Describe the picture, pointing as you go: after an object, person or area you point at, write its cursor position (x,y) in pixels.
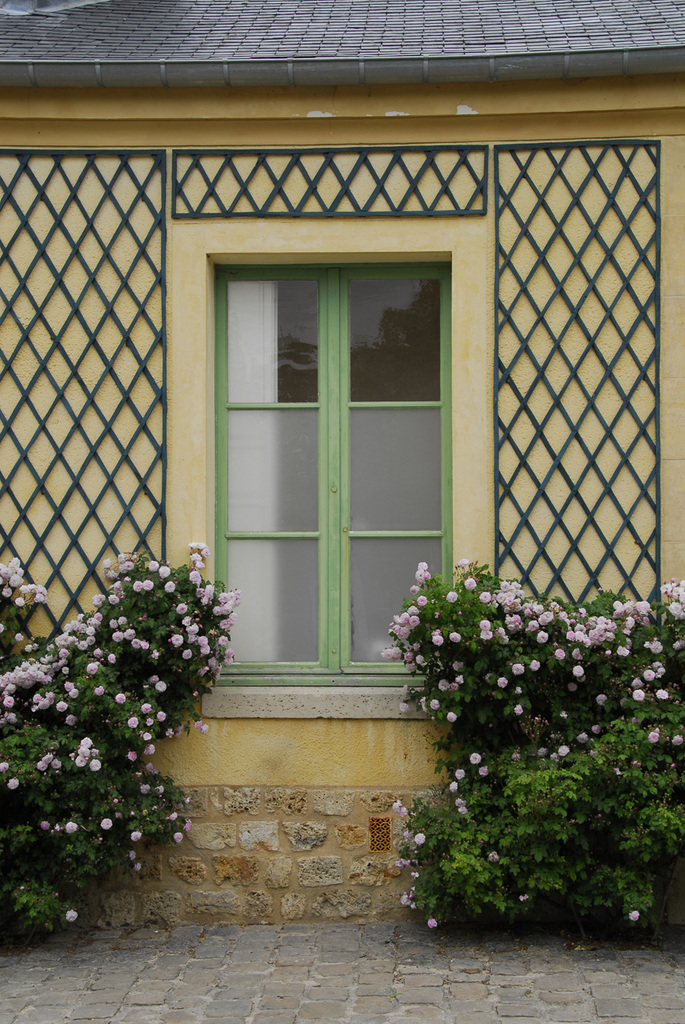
In this image, we can see the wall (304,193) with windows (328,639) and some objects (197,189). We can also see some plants (537,873) with flowers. We can see the ground (281,967) and some object (537,12) at the top (515,10).
